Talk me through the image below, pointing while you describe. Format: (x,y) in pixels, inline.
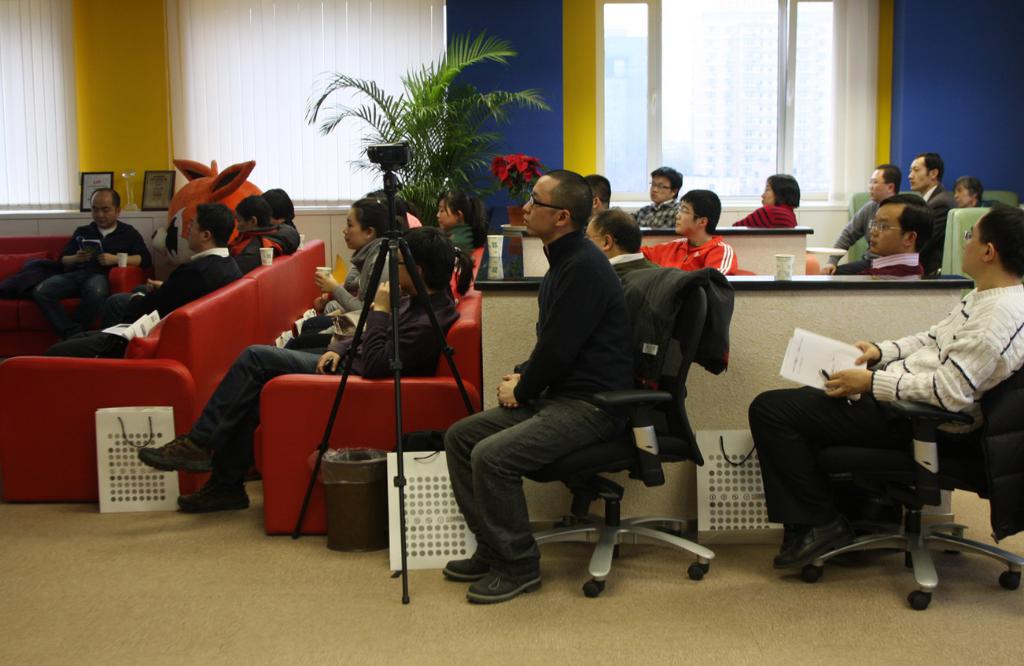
In this image i can see a group of persons (500,488) sitting on the chair (102,366) and there is a camera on the floor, on the right side (754,142) i can see a window (748,104), on the middle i can see a plant (434,122) and there are the photo frames (107,183) on the wall (54,219).
